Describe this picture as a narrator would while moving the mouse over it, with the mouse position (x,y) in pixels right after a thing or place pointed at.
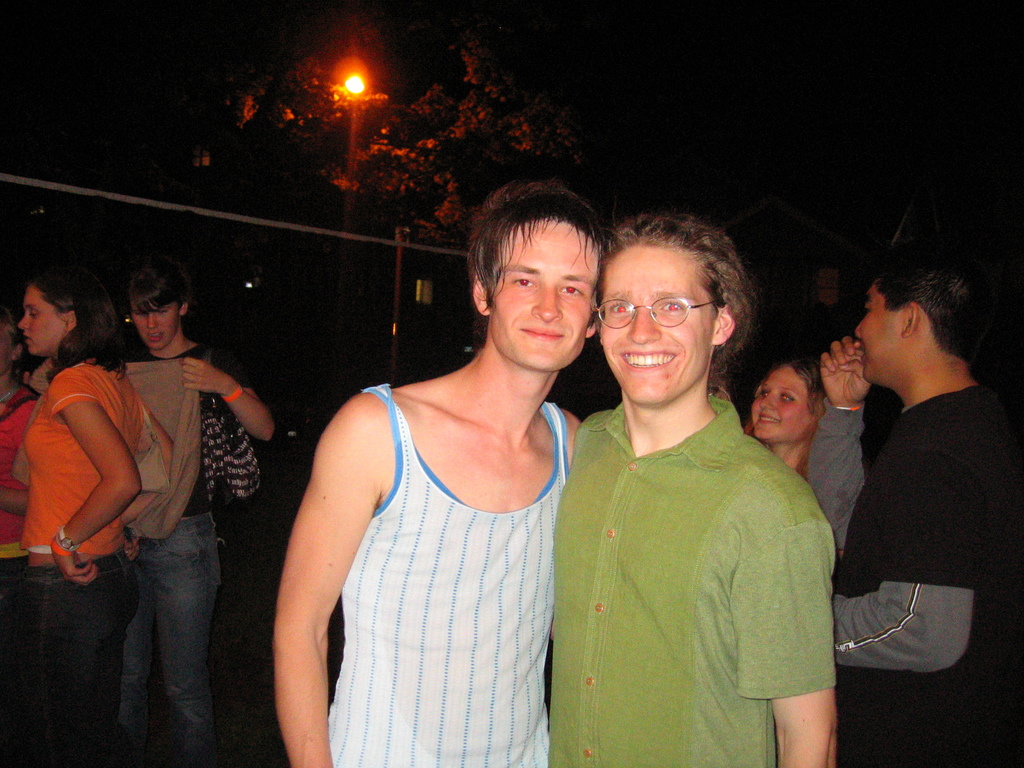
In this image we can see two men (625,608) are standing. In the background (161,724) the image is dark but we can see few persons (25,694), light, trees (279,124), pole (353,120), wire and houses (808,304).
